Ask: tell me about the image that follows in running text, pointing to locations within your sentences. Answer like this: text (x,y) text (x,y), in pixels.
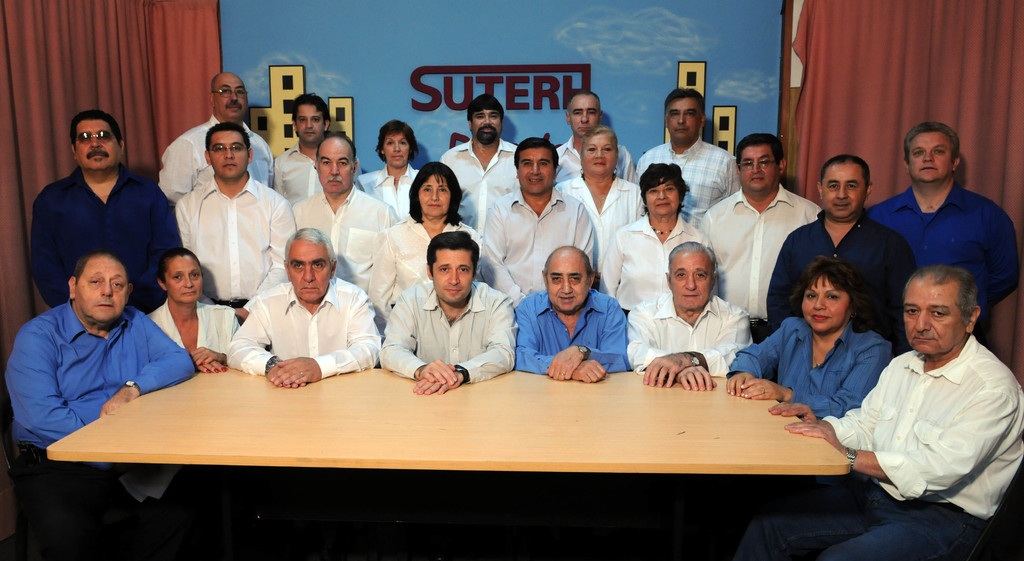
In this image I can see the group of people (534,227) and these people (409,189) are wearing the white, blue and navy blue color dresses (470,217). I can see few people (340,355) are sitting in-front of the table (619,429). In the back (607,99) I can see the blue color board (531,85) and there is a red color curtain (185,97) to the side.
